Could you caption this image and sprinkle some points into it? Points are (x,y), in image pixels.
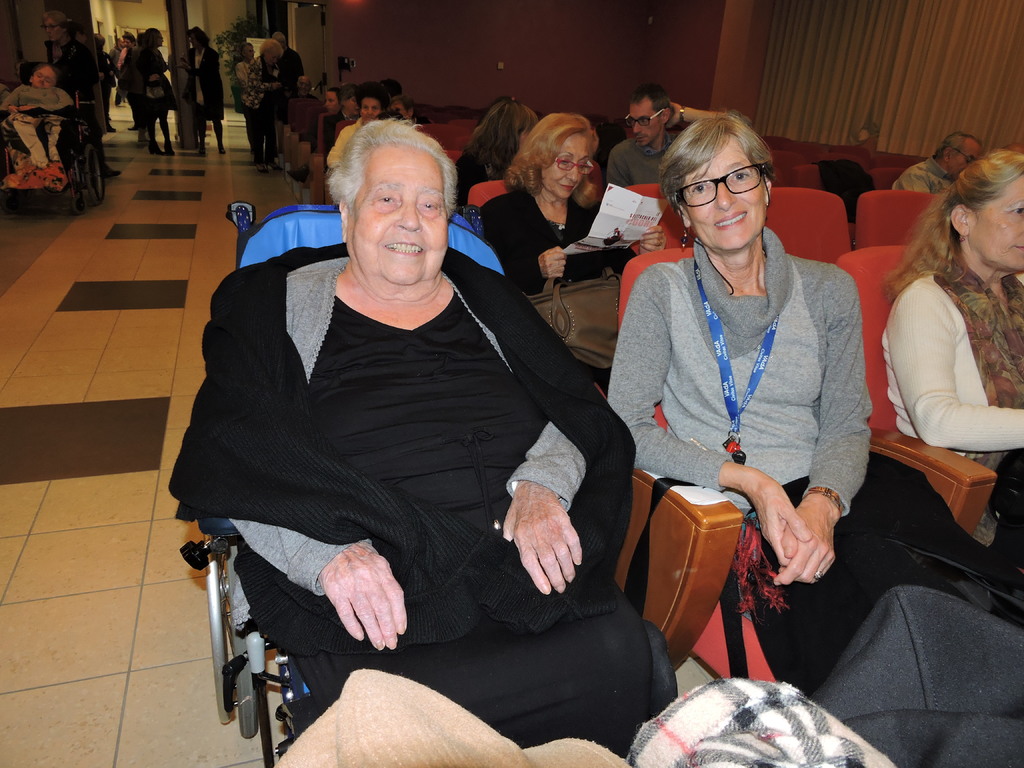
This picture is clicked inside the hall (594,602). On the right (691,273) we can see the group of persons (648,300) sitting on the chairs (982,491) and we can see the two persons (250,314) sitting on the wheelchairs (238,229). In the background (506,32) we can see the wall (548,48), curtain (818,55) and group of persons (210,110) standing on the floor (191,157) and we can see a potted plant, pillar (183,38) and some other objects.
